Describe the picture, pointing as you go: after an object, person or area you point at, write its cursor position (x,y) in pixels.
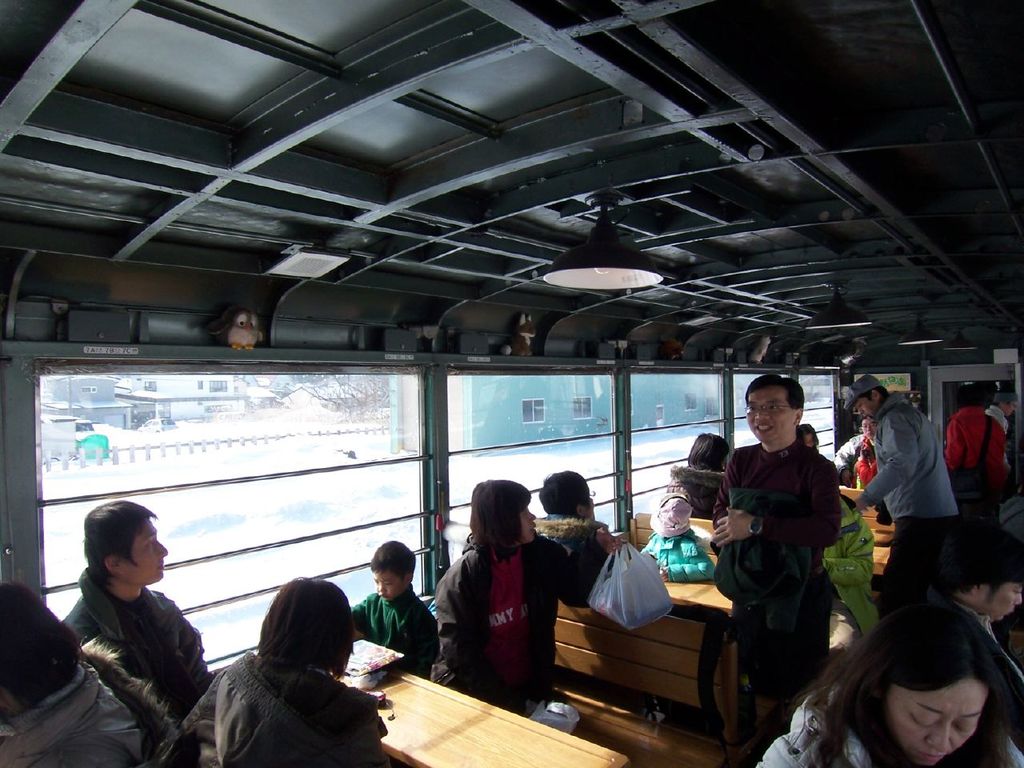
This is an inside view of a vehicle (700,301), where there are toys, light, group of people (562,499) standing and sitting on the benches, tables (525,765), and in the background (461,387) there are buildings (477,415), road (606,457), tree (348,400).
